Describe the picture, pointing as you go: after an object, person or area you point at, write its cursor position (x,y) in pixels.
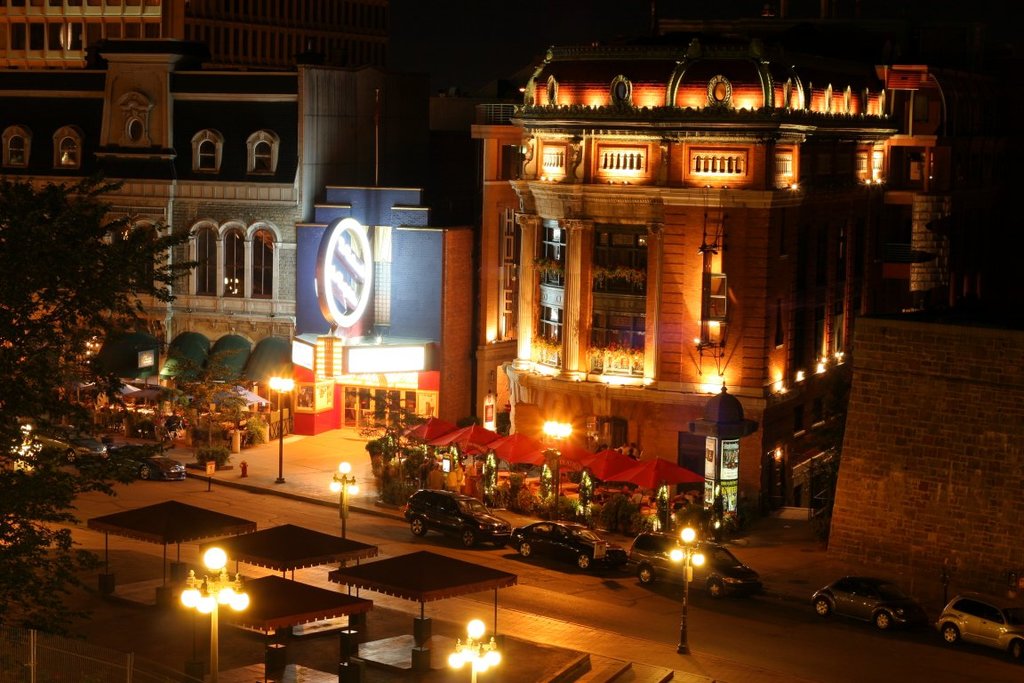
In the picture there are buildings (455,226), street lights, vehicles (498,540) and in front of the buildings (524,426) there are stalls (266,533). There is a tree (69,368) on the left side (105,383).
